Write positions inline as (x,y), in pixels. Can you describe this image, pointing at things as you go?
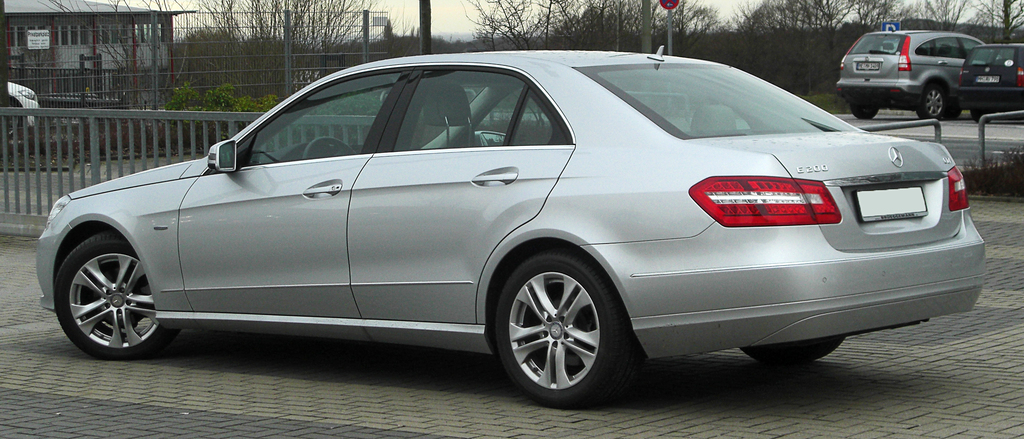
In this image on the road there are few vehicles (258,157). Here there is a fence (168,126). In the background (808,84) there are trees (821,33), building (113,19), boundary (216,44), poles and sign board (664,7).
